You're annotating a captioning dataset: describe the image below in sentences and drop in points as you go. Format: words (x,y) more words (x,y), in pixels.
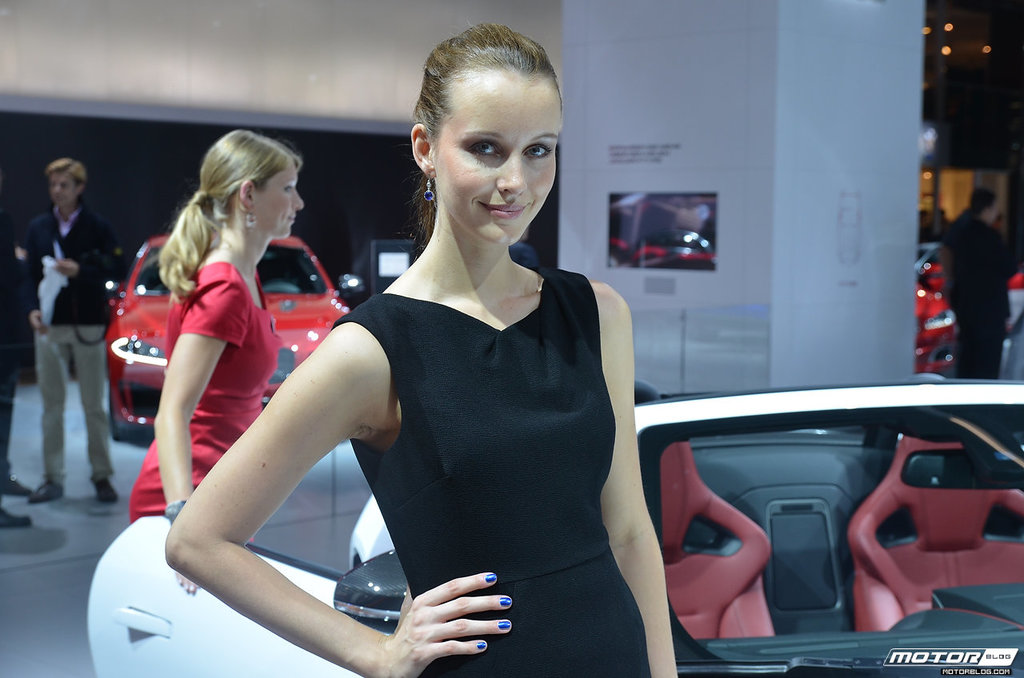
In this picture we can see a woman (525,472) standing in the front (528,464), on the right side (842,562) there is a white color car (837,606), in the background (87,296) we can see some people (256,300) and a red color car (305,325), there is a pillar (772,192) and a screen (676,227) here.
